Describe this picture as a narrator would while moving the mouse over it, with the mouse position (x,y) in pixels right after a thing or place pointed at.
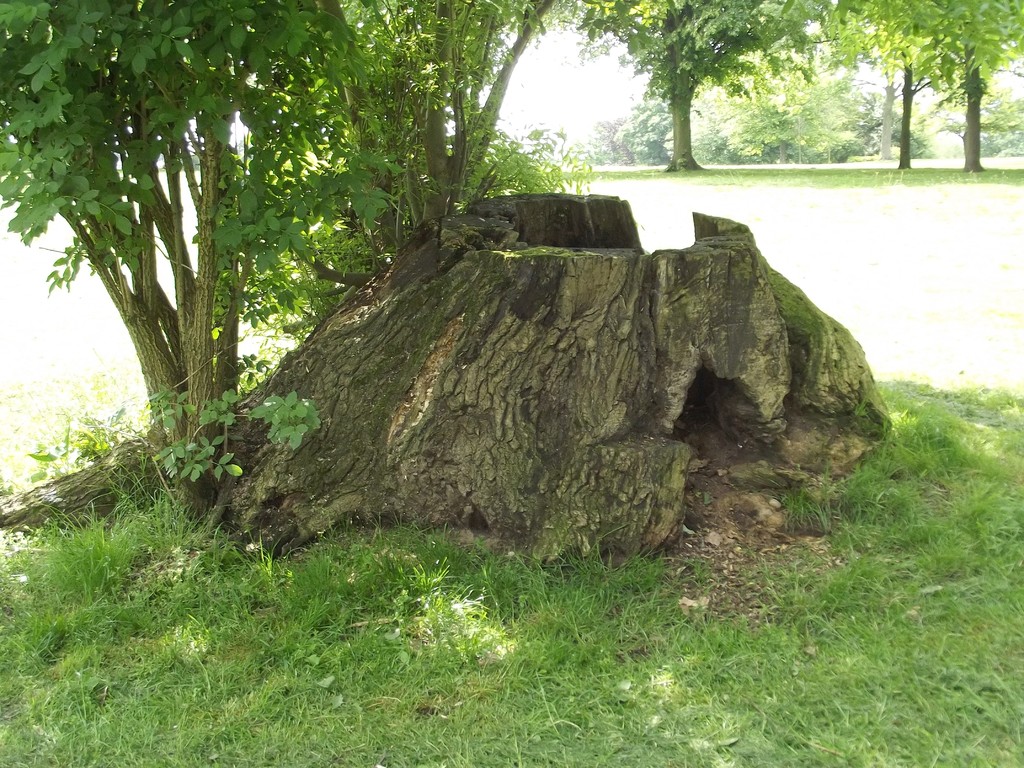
This picture is clicked outside. In the foreground (361,570) we can see the green grass (709,625) and a tree stump (500,294). On the left (153,150) we can see the plants (305,270) and the trees (437,104). In the background (785,254) there is a ground (689,209), trees (766,94) plants (842,89) and the grass (875,173).
